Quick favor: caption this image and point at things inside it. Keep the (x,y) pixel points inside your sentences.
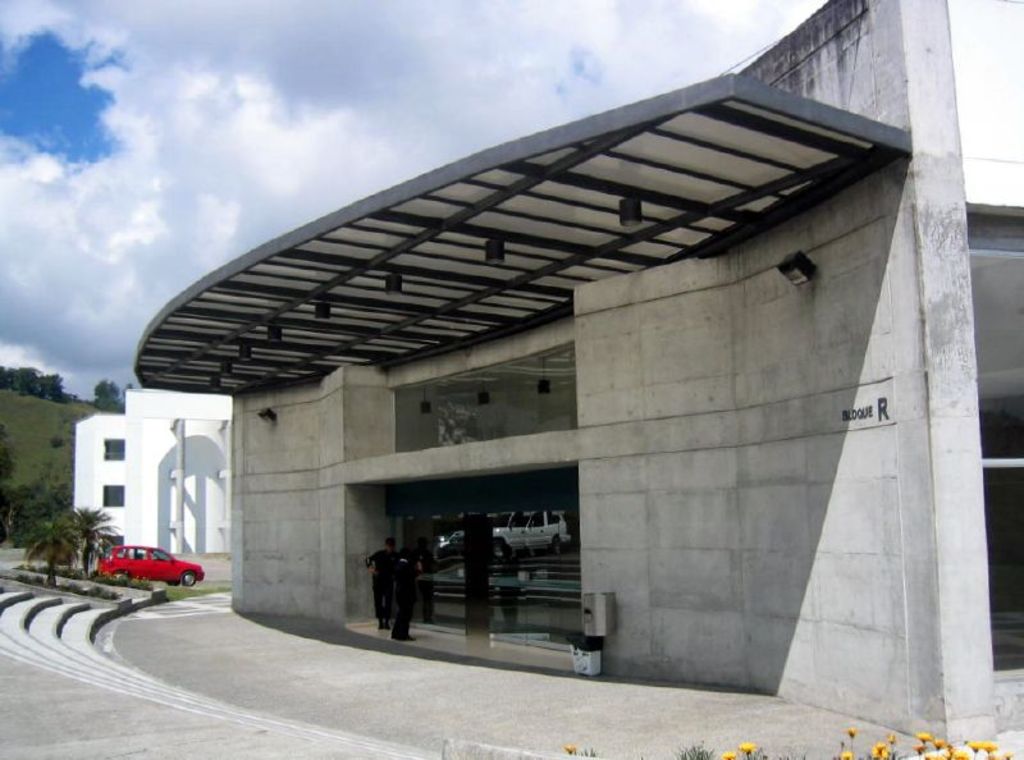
In this image there is a building (526,506), there are two people (412,584) standing, there is a vehicle (169,578) parked and there are trees (66,500), plants (53,540) and flowers (970,759). In front of the building (250,581) there are stairs (94,604). In the background (310,82) there is the sky (391,80).
